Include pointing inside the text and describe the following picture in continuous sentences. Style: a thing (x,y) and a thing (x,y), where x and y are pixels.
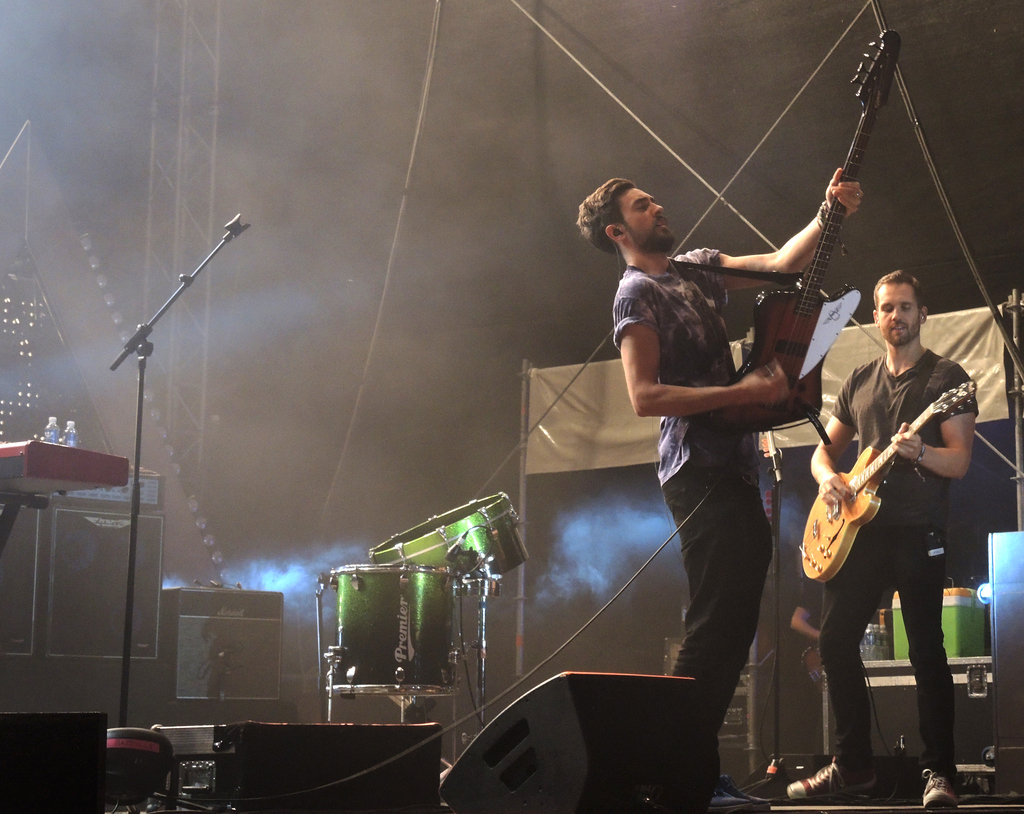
In this picture I can see on the right side (829,517) a man (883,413) is standing and playing the guitar (780,346), there is another man (872,424) also holding the guitar (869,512) on the left side (73,462) there are water bottles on the table (86,470). In the middle (518,530) there are drums (420,645) in green color.
